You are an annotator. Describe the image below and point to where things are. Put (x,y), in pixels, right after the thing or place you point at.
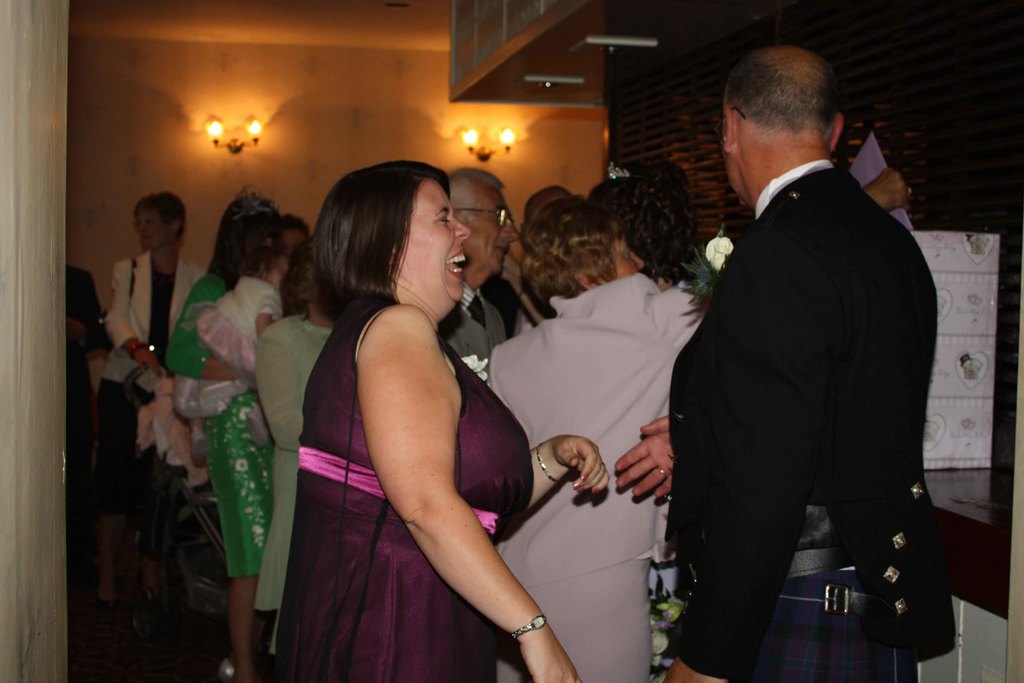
In this image I see number of people (498,282) in which this woman (444,263) is smiling and I see that she is wearing maroon and pink color dress (481,441). In the background (446,143) I see the wall (431,137) on which there are lights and I see the brown color thing (946,10) over here and I see white color things (947,338) over here.
